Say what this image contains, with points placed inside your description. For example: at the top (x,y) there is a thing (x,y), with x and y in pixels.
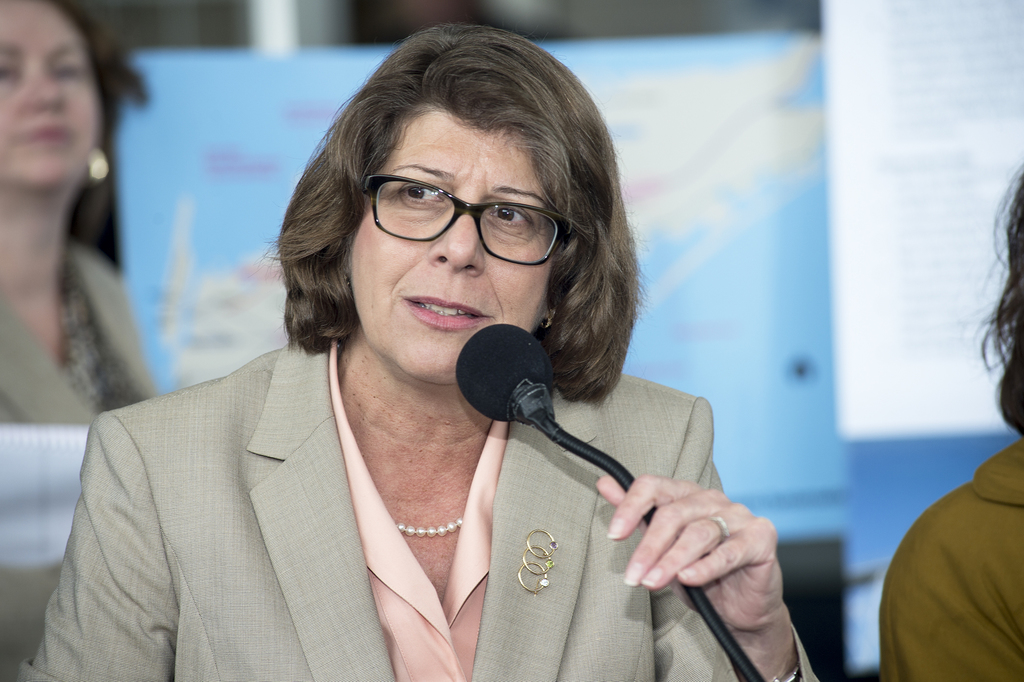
A lady (402,542) wearing a coat (496,607), pearl chain (433,528), specs (432,202) is holding mic (525,392) and speaking. In the background (244,133) there is another lady (57,228) and a banner (182,234) is over there.
